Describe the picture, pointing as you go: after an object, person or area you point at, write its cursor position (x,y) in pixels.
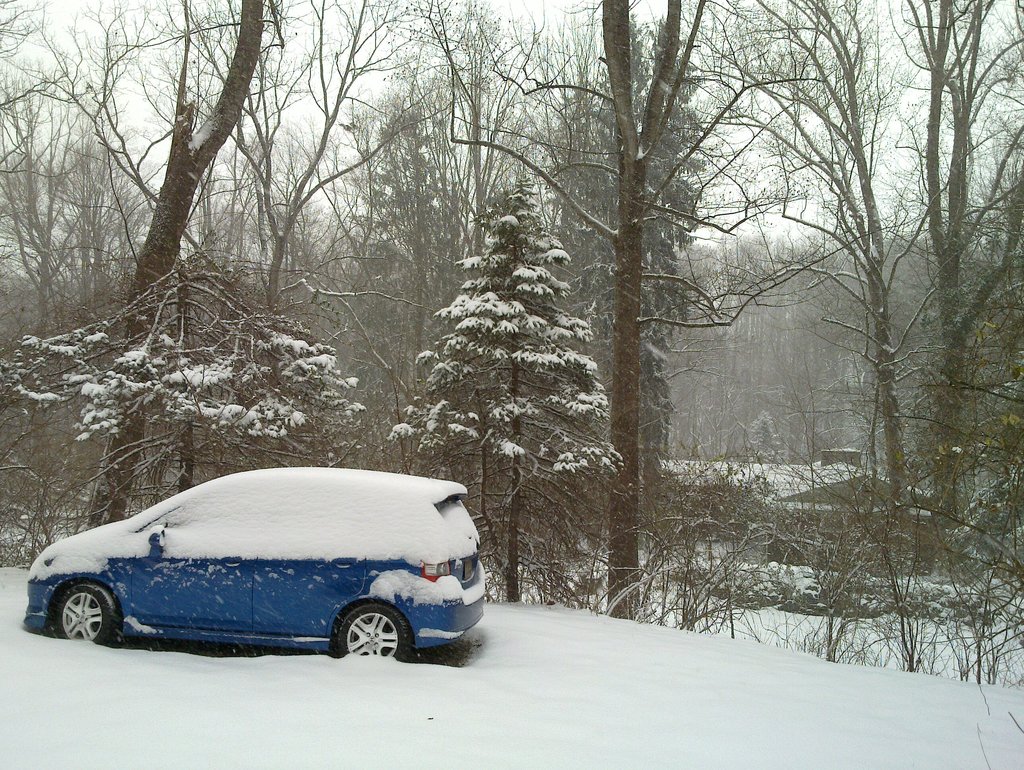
This is an outside view. At the bottom (332,720), I can see the snow (486,714). On the left side (230,535) there is a blue color car (245,585). In the background (328,140) there are many trees (671,413). Here I can see the car (217,557) and trees (462,275) are covered with the snow (281,536).
